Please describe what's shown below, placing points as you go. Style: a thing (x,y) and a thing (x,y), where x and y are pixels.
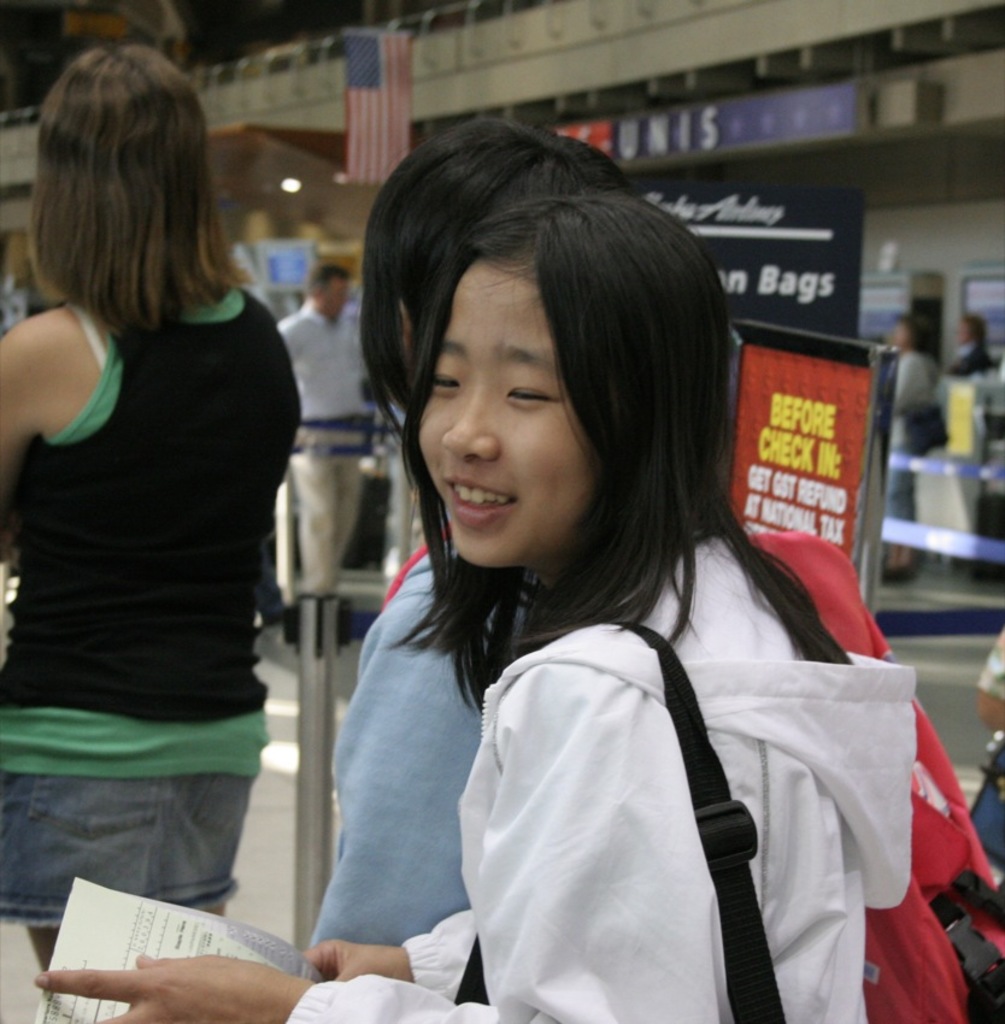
There are people (105,111) and this person (603,870) holding a paper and wearing bag (749,930). In the background (633,39) we can see wall (666,51), banner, board (753,263), flag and people (960,379).
